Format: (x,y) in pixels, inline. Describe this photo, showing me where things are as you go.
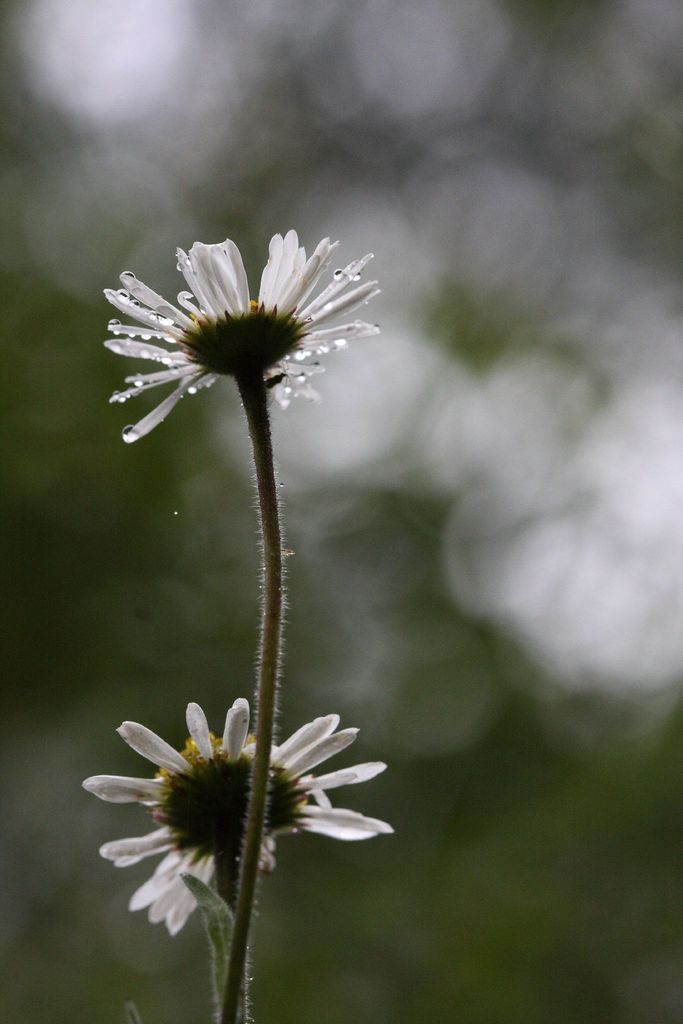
This is the picture of a flower (228,1014). In this image there are two white color flowers (180,323). At the back (587,707) the image is blurry.
